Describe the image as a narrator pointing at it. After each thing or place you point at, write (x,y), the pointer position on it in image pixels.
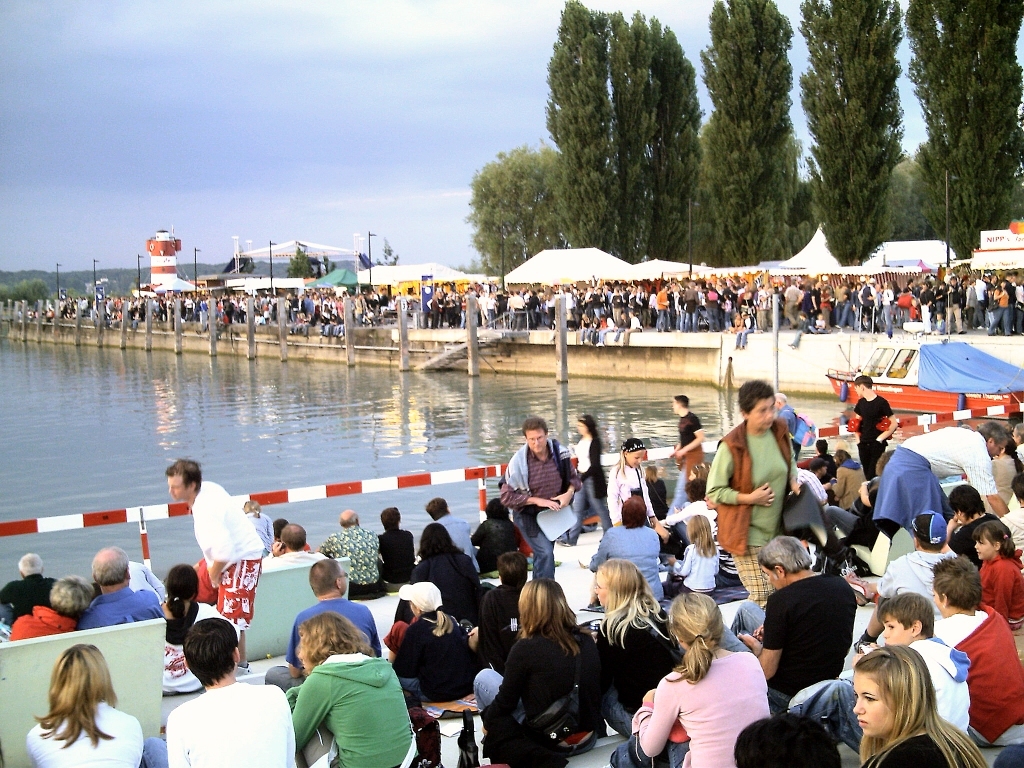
In this picture I can see many persons (297,301) who are standing near to the tent (544,279). At the bottom (187,635) I can see another group of persons (643,606) who are sitting on the floor (584,760) and some persons (219,528) are standing. In front of them I can see the fencing (657,449) and lake (144,407). On the right (853,374) there is an orange color boat (927,367) near to the fencing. In the background (869,78) I can see the trees (495,250), mountains (55,273), street lights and other objects (987,264). At the top (234,31) I can see the sky (165,47) and clouds (211,25).
